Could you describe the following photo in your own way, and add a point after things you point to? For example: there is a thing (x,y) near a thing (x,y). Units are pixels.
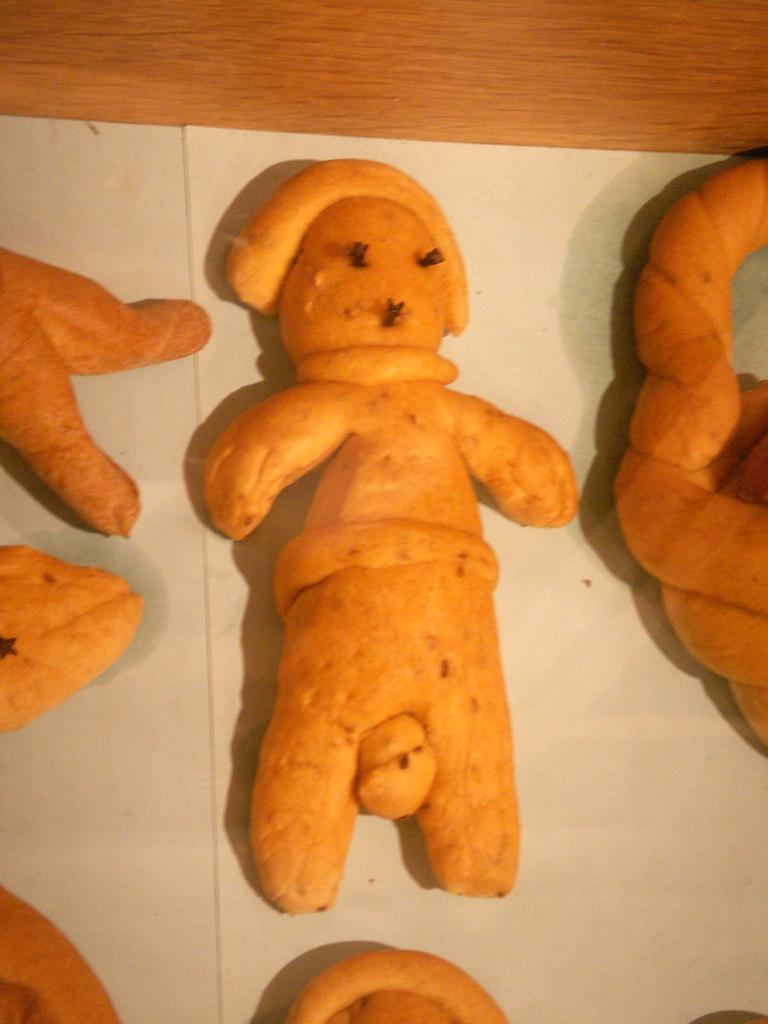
In this picture, we see figures (407,511) which are made up of the bread dough (383,569). These figures (376,428) are placed on the white paper (633,791) and this paper (557,752) is placed on the wooden table (355,76).
